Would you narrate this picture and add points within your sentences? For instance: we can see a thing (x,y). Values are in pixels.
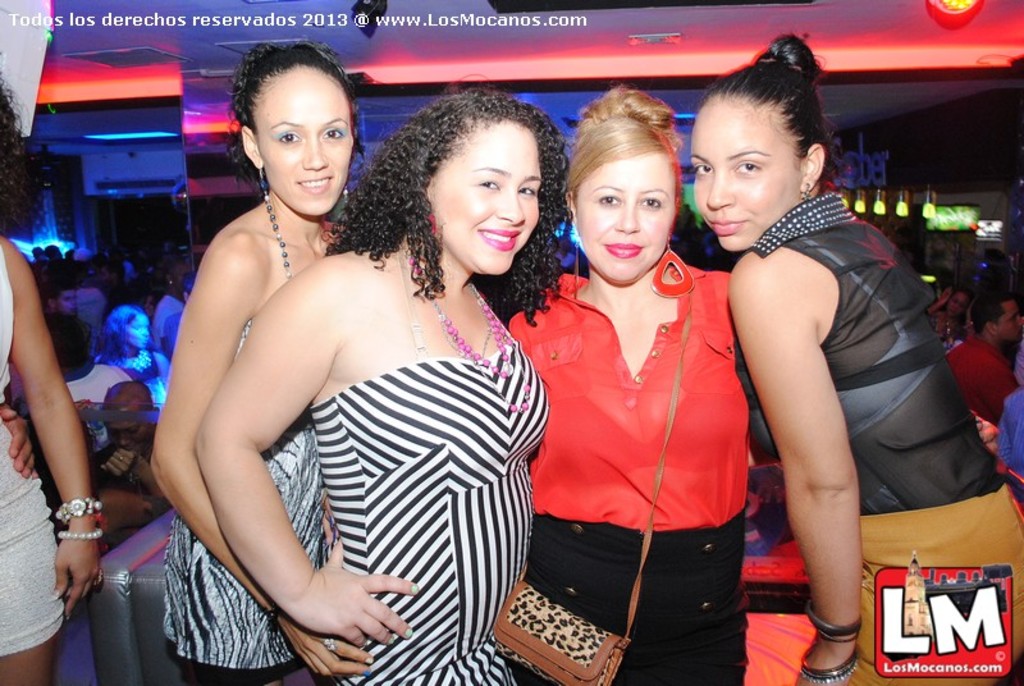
In this picture I can see 5 women (350,141) in front (259,660) and I see the watermarks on the right bottom (954,679) and top left of this picture (233,22). In the background (54,345) I can see number of people (986,328) and I can see the lights (152,85).
